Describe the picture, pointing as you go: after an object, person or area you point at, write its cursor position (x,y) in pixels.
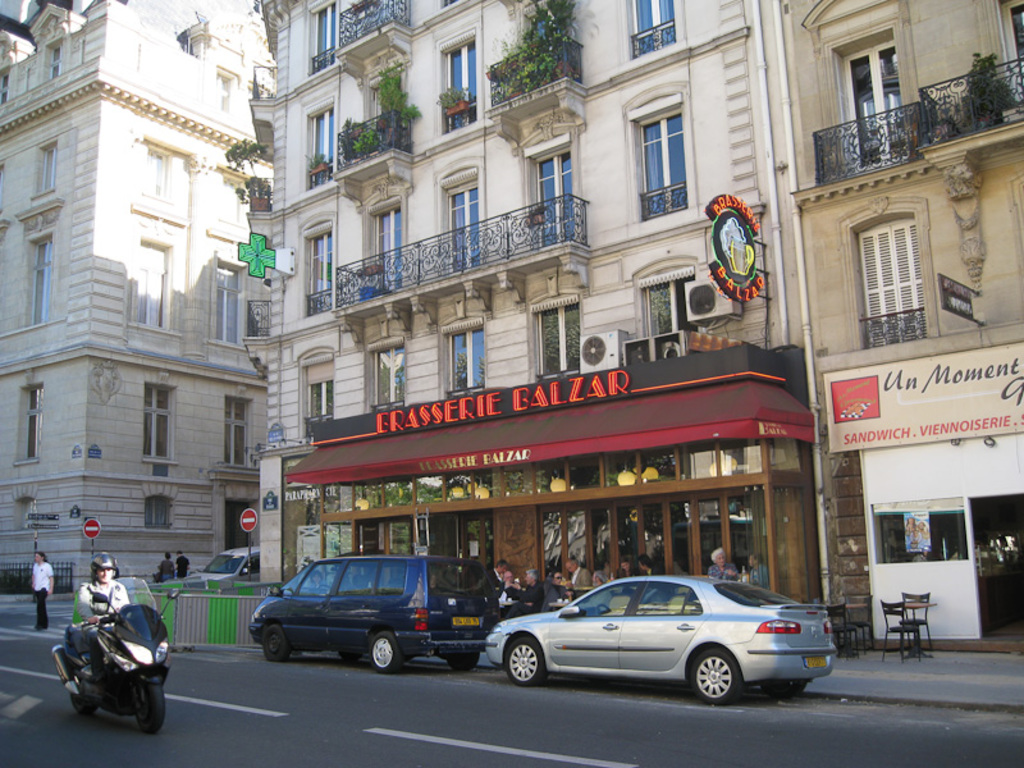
This picture shows few buildings (640,172) and we see couple of cars (422,632) parked on the road (446,705) and we see a motorcycle (125,607) moving and few people (643,568) seated and couple of them are standing and we see a woman (41,556) crossing the road (20,661) and we see couple of sign boards (92,525).
